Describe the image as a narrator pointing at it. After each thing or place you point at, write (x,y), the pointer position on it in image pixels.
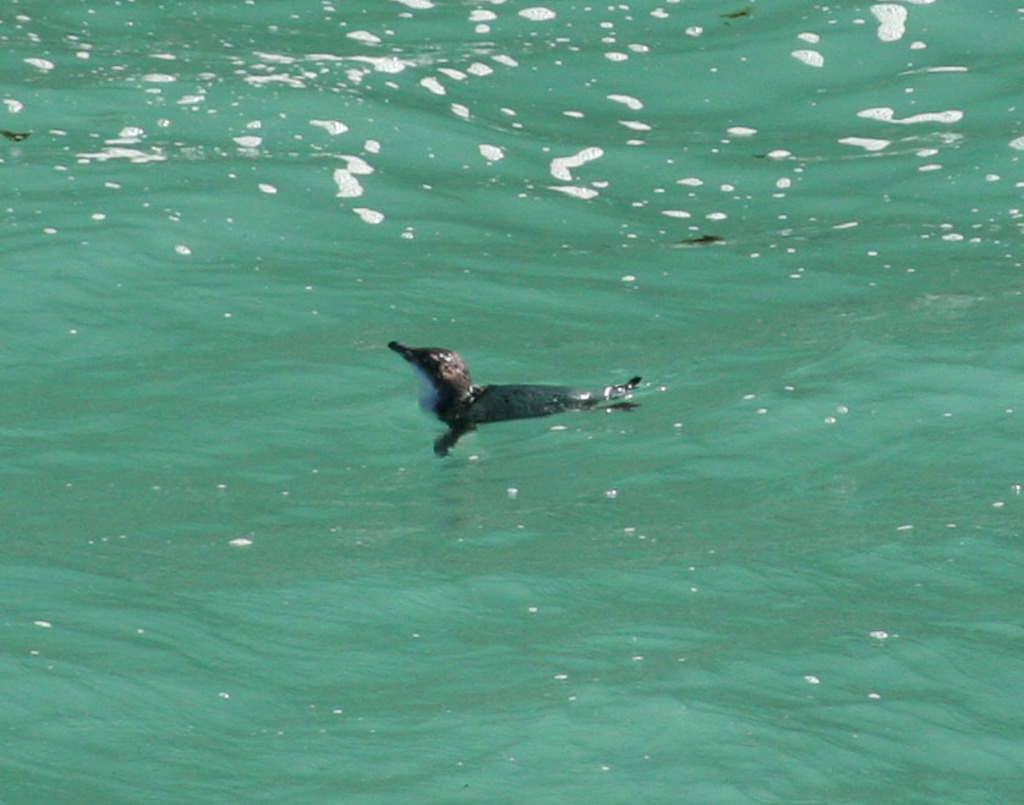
In this image I can see water (477,318) and in the centre of this image (442,445) I can see a bird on the water (542,452).
